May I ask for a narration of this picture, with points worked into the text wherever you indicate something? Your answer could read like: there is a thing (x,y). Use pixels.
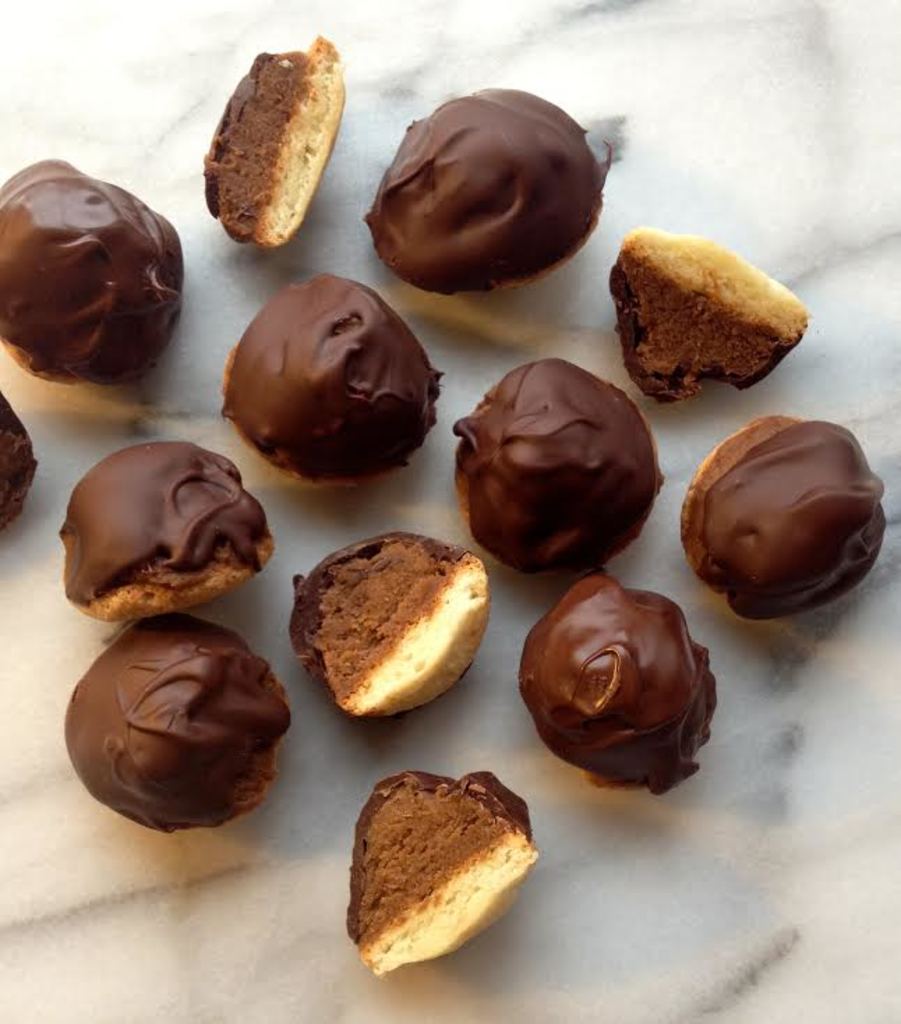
In this image I can see some food item (585,577) on the white surface (754,154).
